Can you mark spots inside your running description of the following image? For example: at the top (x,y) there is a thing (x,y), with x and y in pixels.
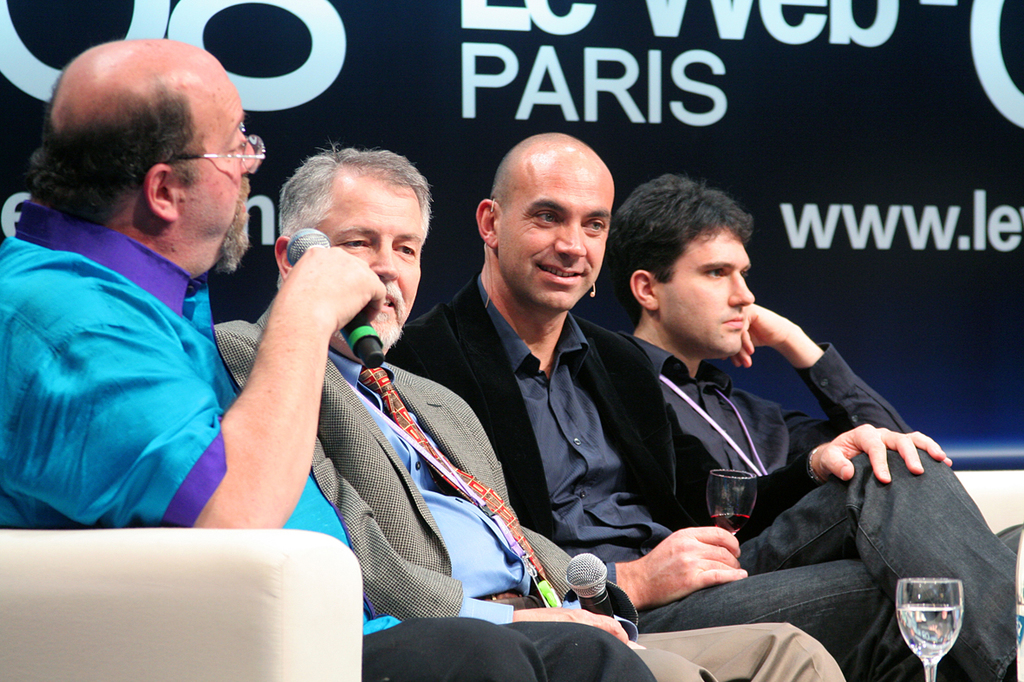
This image consists of four persons (473,367) sitting in a sofa (282,546). On the left (113,389), the man (134,417) wearing blue shirt (155,376) is talking in a mic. In the background (575,19), there is a banner (664,117) fixed on the wall (974,360). On the right (927,648), we can see a glass (921,641).
